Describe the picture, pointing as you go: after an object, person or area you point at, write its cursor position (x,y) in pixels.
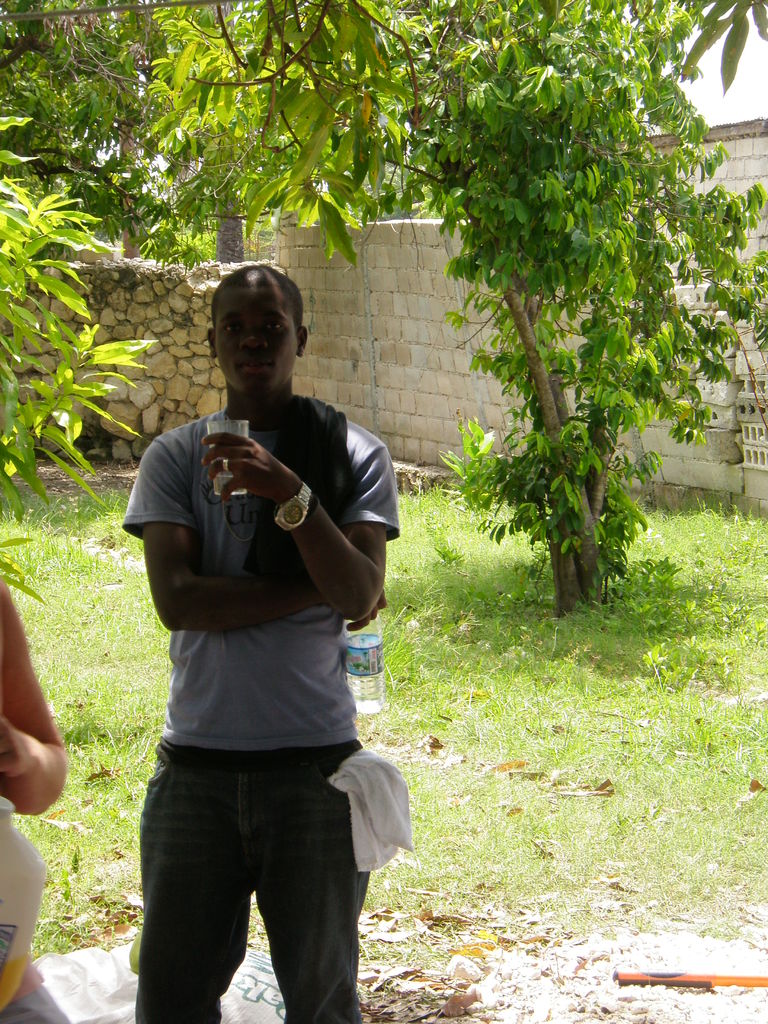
In the picture we can see a man (340,863) standing, holding a glass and a bottle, on the grass surface (643,874) and on the surface (376,995), we can see some dried leaves (430,1007) and beside the man (335,473) we can see another person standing and in the background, we can see a grass surface (131,573) and some plants (648,472) on it and behind it we can see a wall (404,341) with stones (200,291) and behind the wall (197,305) we can see some trees (239,216).
